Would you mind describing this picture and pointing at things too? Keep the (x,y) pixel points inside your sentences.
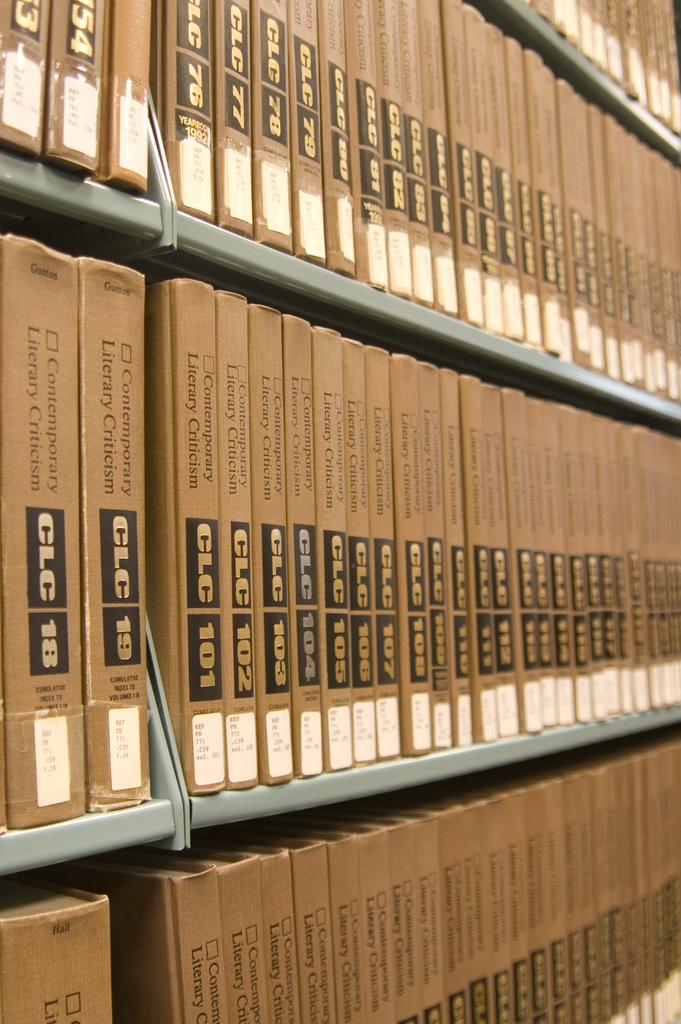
There are books (467,191) arranged on the gray color shelves (649,122). On the books (80,643), there are texts (341,701) and stickers (613,50).
